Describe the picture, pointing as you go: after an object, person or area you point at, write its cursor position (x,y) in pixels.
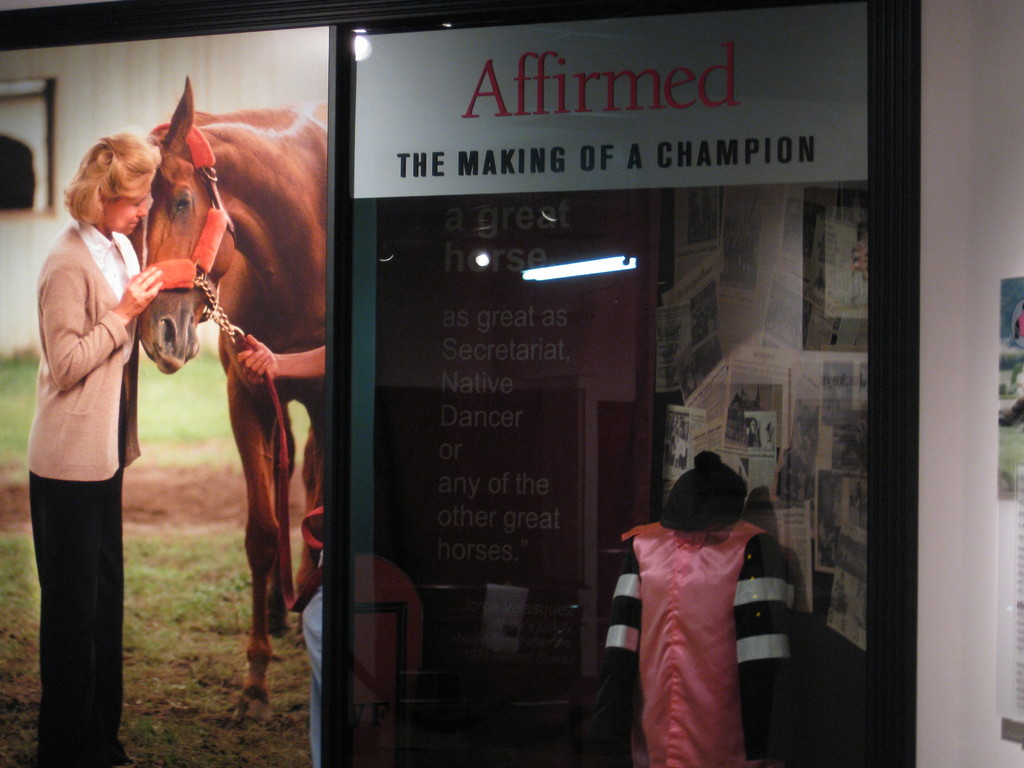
In this image there is a display case (618,544) and on the left side (114,340) there is a poster (113,314), in that poster (116,473) there is one woman (116,411) and horse (256,258) and in the center (678,495) there is one jockey outfit (659,606) and some lights (572,271). And in the background (802,442) there are some papers (775,395) stick to wall (774,278), and some text (557,153) is written on the glass (539,291).
